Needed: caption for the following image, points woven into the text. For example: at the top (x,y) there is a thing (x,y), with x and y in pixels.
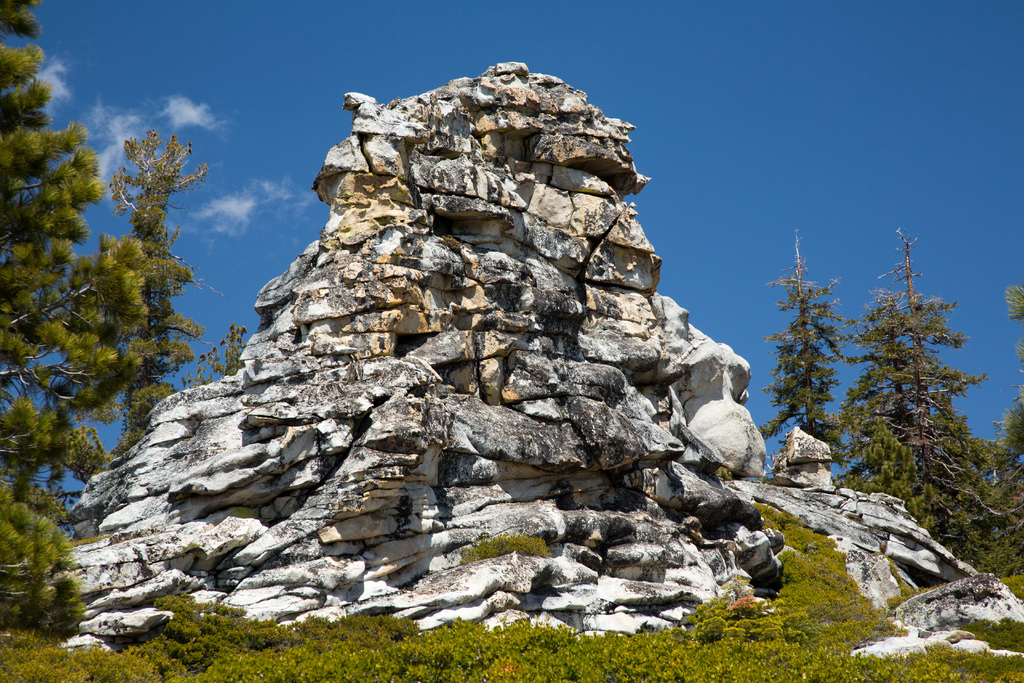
This picture is clicked in the outskirts. At the bottom of the picture (566,643), we see the grass (679,636) and the plants (207,613). In the middle of the picture (457,383), there are rocks (509,415). On either side of the picture, we see trees (914,367). At the top of the picture (655,20), we see the sky (276,75), which is blue in color.
